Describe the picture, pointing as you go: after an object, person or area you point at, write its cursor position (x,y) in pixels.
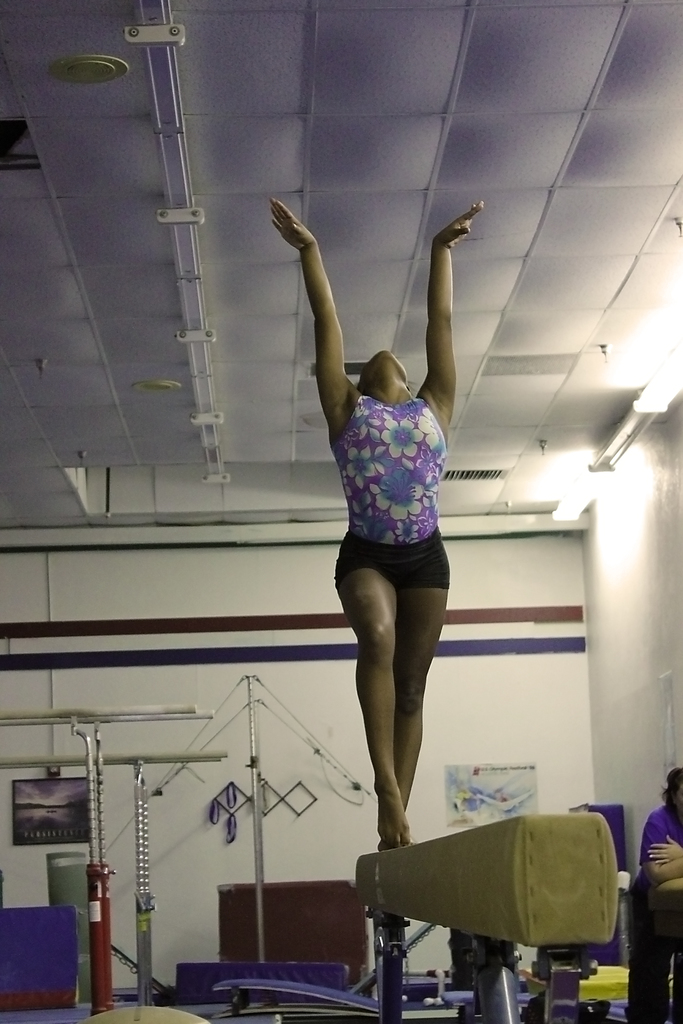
In the picture we can see a hall (573,695) and a beam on it, we can see a woman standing and raising her hands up and face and besides, we can see some things (594,988) are kept on the floor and we can also see some person (652,879) standing near a beam (675,916) and to the ceiling (552,452) we can see the lights (589,509).
